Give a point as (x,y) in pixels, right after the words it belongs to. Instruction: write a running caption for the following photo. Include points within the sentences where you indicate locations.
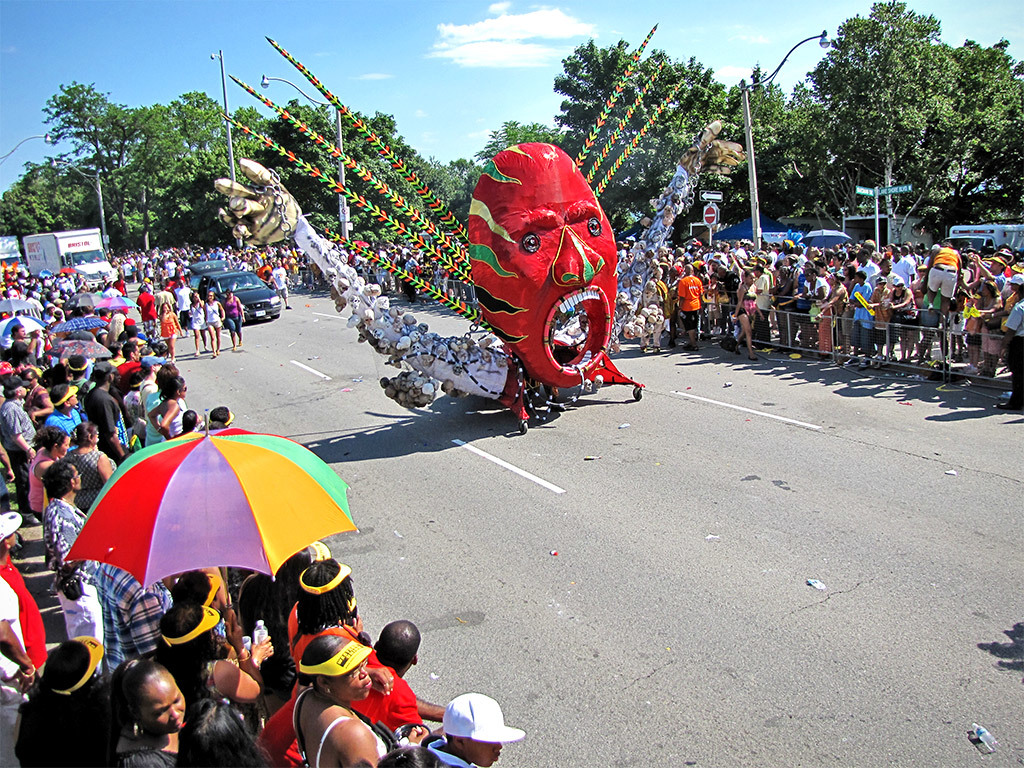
At the center of the image (505,268) there is a vehicle (494,279) with a depiction of the person face (586,237), behind that there are few vehicles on the road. On the right (991,293) and left side of the image (139,594) there are a few people (959,276) standing and few (139,594) are holding umbrellas (39,328) in their hands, in front of them there is a railing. In the background (511,60) there are trees (424,161), poles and the sky (446,78).
